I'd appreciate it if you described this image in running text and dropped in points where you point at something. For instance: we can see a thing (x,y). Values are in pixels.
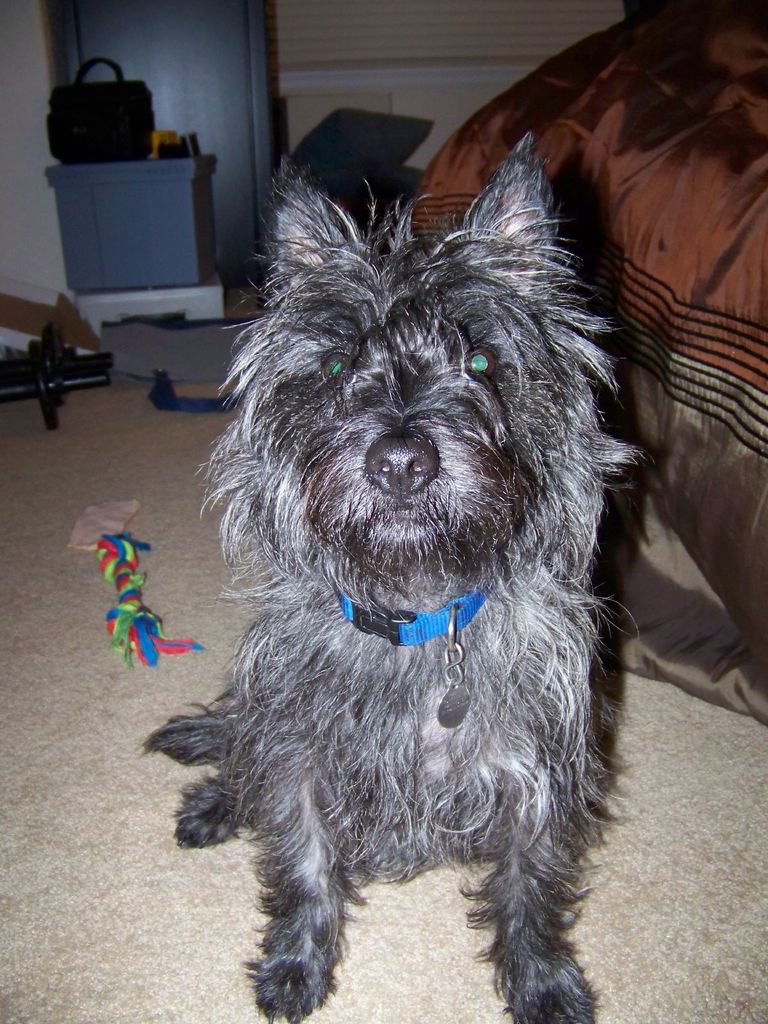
On floor (177,802) there is a dog (419,502). Beside this dog (485,382) there is a bed (675,247). Far there is a container (149,234). Above this container (112,197) there is a bag (89,103).
